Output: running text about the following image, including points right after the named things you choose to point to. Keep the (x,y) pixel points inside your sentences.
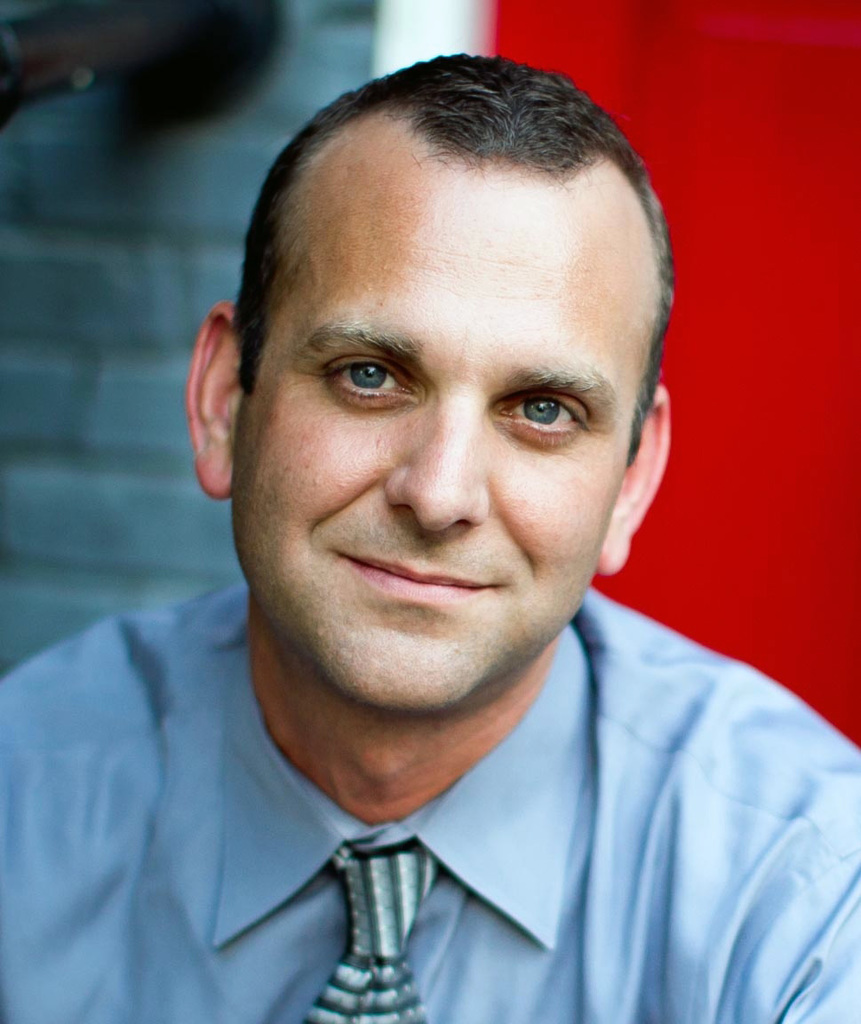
In this image, we can see a person (522,473) on the blur background. This person (779,739) is wearing clothes (485,917).
